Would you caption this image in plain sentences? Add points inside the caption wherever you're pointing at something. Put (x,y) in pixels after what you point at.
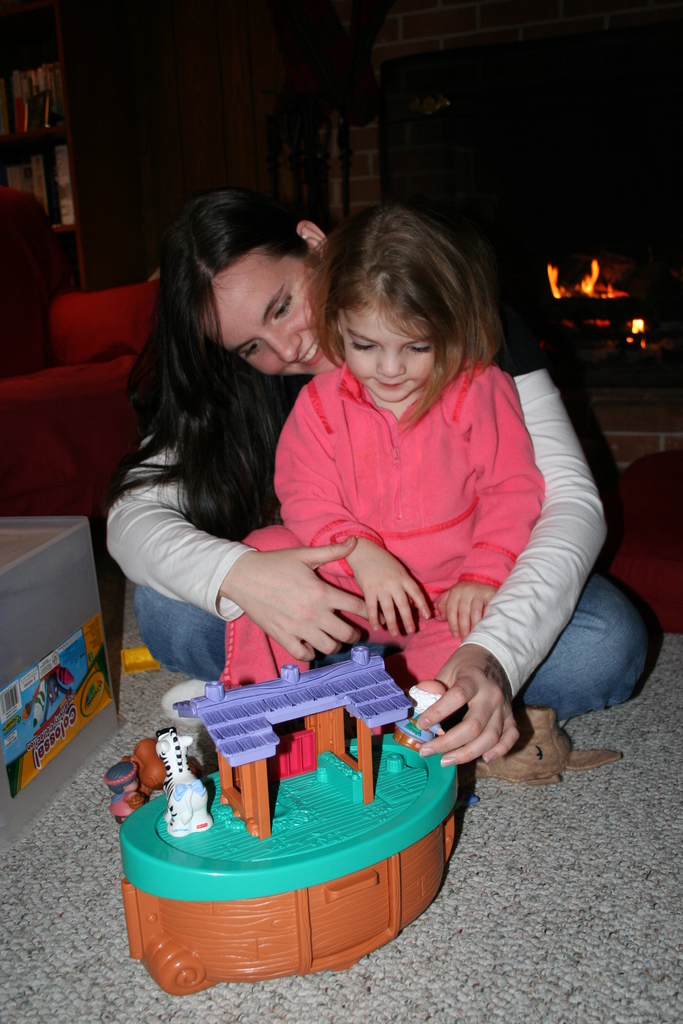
In this picture we can see mother (308,361) and small girl (434,529), sitting on the ground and playing with toys (308,787). Behind there is a fireplace (613,104) and dark background (541,97).
